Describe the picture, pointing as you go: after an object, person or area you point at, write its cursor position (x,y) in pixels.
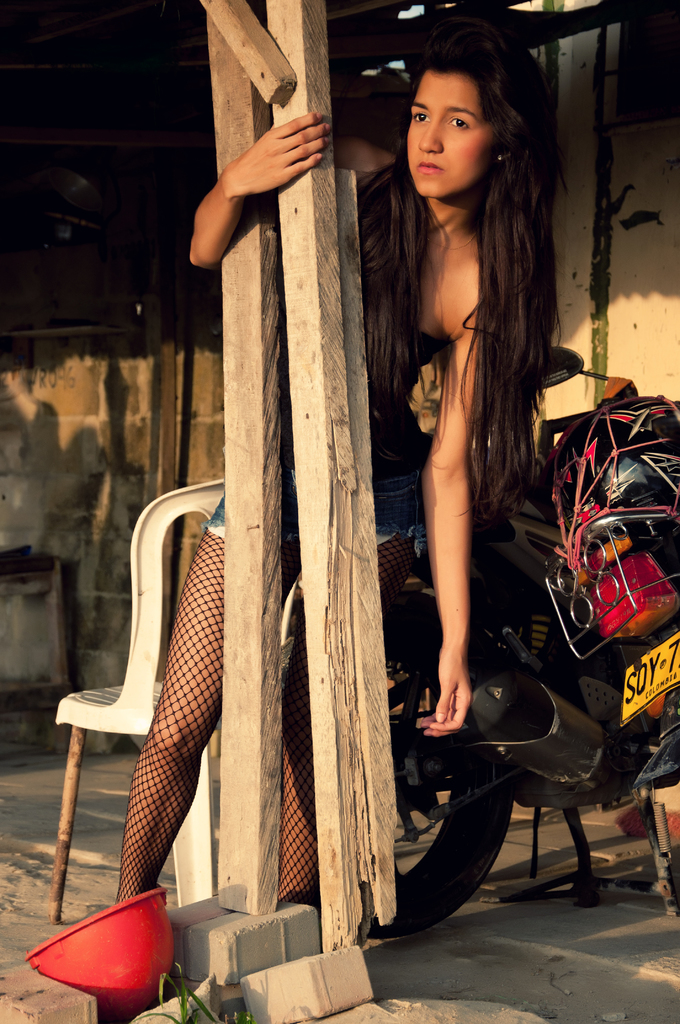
In the center of the image (429,476) there is a girl (403,264). In the background of the image (528,789) there is a bike (548,739). There is a chair (142,542). At the bottom of the image (575,919) there is road (543,978). In the background of the image (17,539) there is a wall (11,462).
